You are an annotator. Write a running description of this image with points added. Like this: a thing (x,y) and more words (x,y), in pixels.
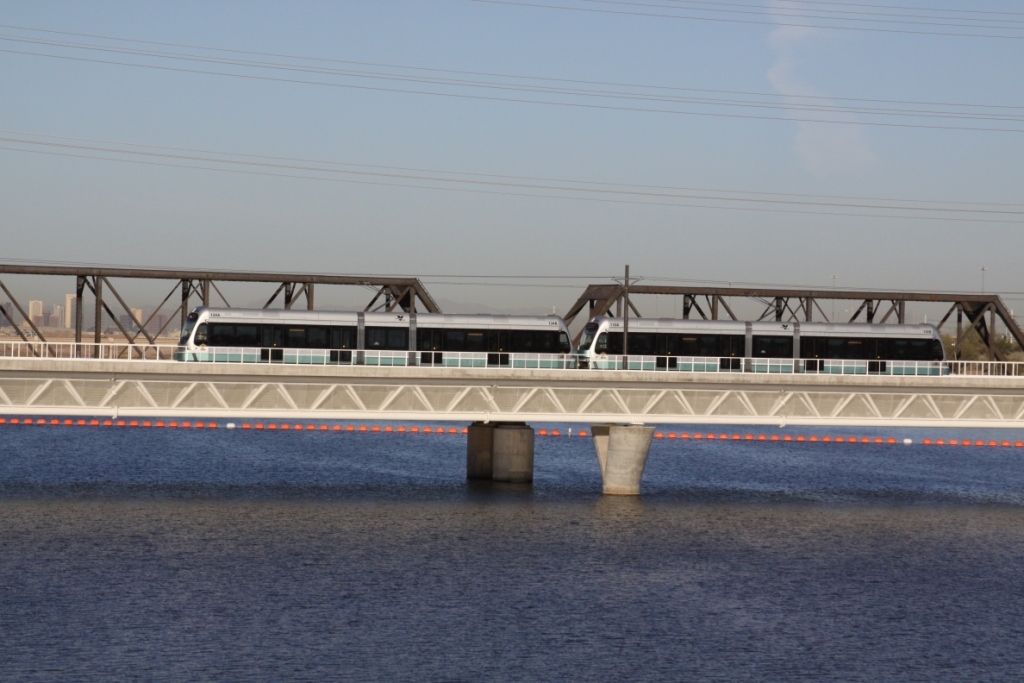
In this image I can see train (483,366) on the bridge (490,407). To the side of the bridge (313,403) I can see the water (426,524) in blue color. In the background (1021,6) I can see the blue sky (566,110).
